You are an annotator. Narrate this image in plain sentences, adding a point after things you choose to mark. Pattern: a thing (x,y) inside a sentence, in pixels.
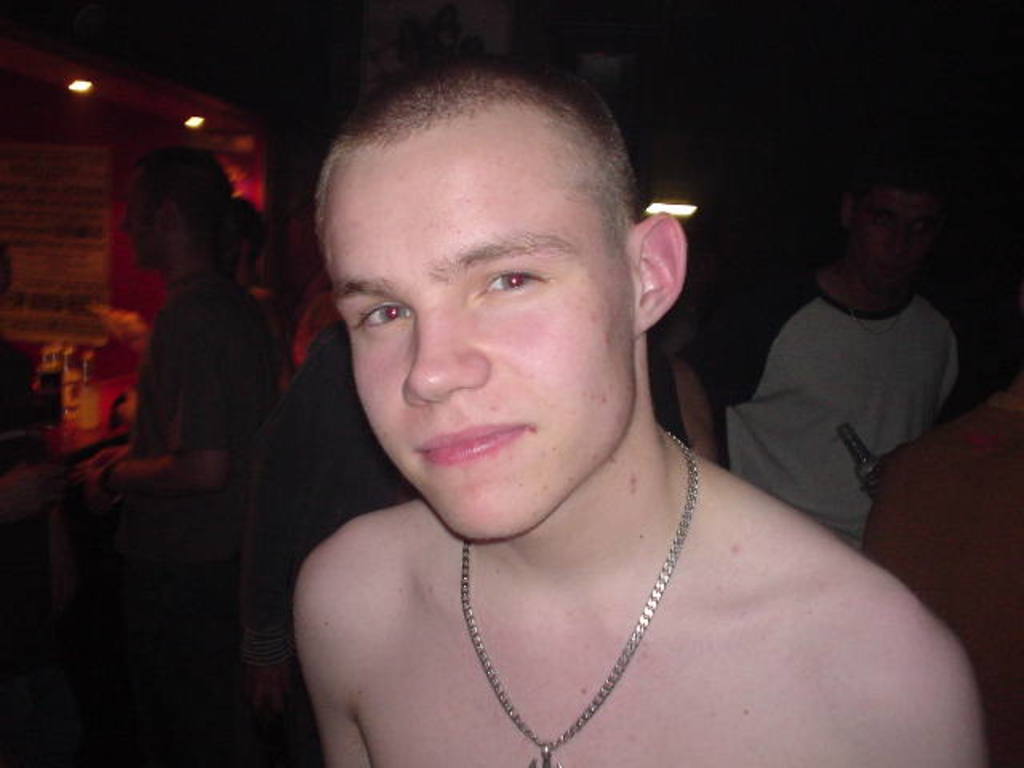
In this image I can see a group of people (496,396) on the floor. In the background (610,90) I can see a wall (241,51), lights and tables (66,449). This image is taken may be in a restaurant.
